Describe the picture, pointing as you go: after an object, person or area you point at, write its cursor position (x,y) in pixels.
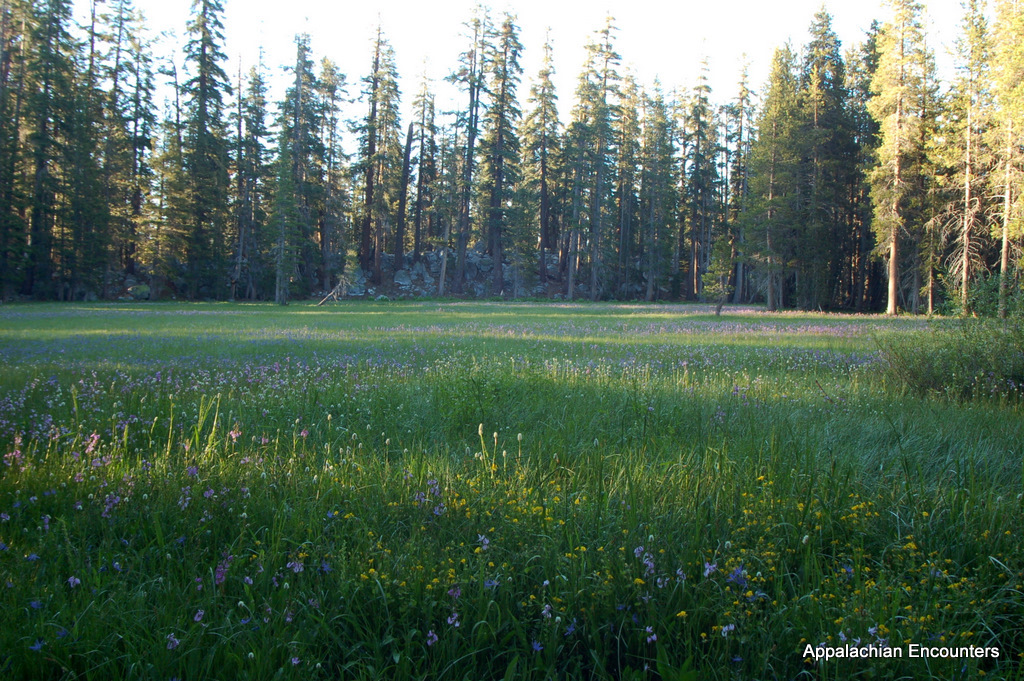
In the foreground (500,364) we can see a field (428,507) of plants (423,439) and flowers (428,484). In the middle (371,241) there are trees (499,182). At the top (529,33) there is sky (529,33).
